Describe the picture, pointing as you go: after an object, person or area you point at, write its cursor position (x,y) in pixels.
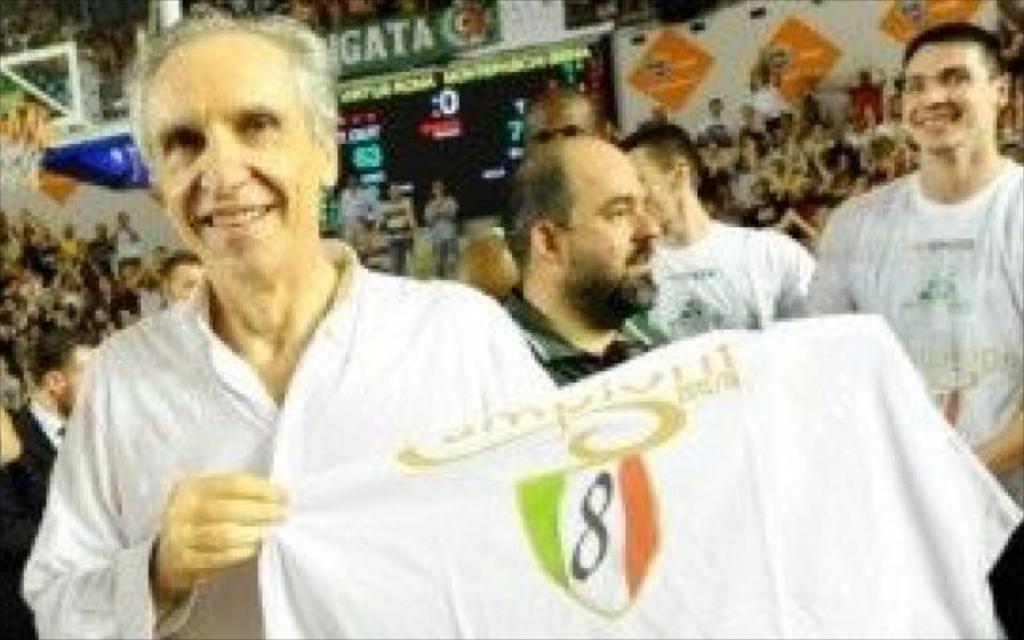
This pictures seems to be clicked inside. On the left (267,251) there is a person (287,435) holding a white color t-shirt (589,517), smiling and standing. On the right (979,179) we can see the group of people (833,222) standing. In the background (376,40) we can see the banners (348,55) on which the text (426,30) is printed and we can see the group of people (3,338) and a digital screen (488,126) some other objects (17,74).
